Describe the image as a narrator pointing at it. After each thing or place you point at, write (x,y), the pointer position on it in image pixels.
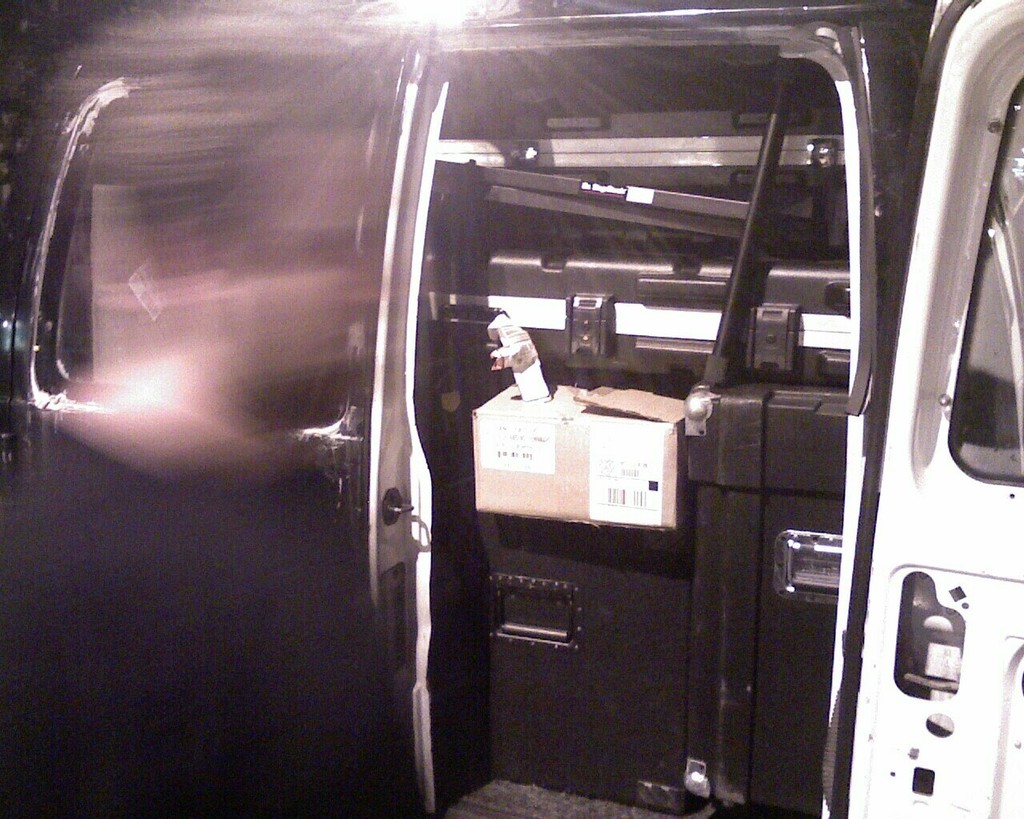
In this image there is a vehicle (38,246), in which there are tool boxes (711,583), on top of it there are card board box (567,392) and there are door (959,375) visible in the middle (382,375), at the top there is the light focus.
